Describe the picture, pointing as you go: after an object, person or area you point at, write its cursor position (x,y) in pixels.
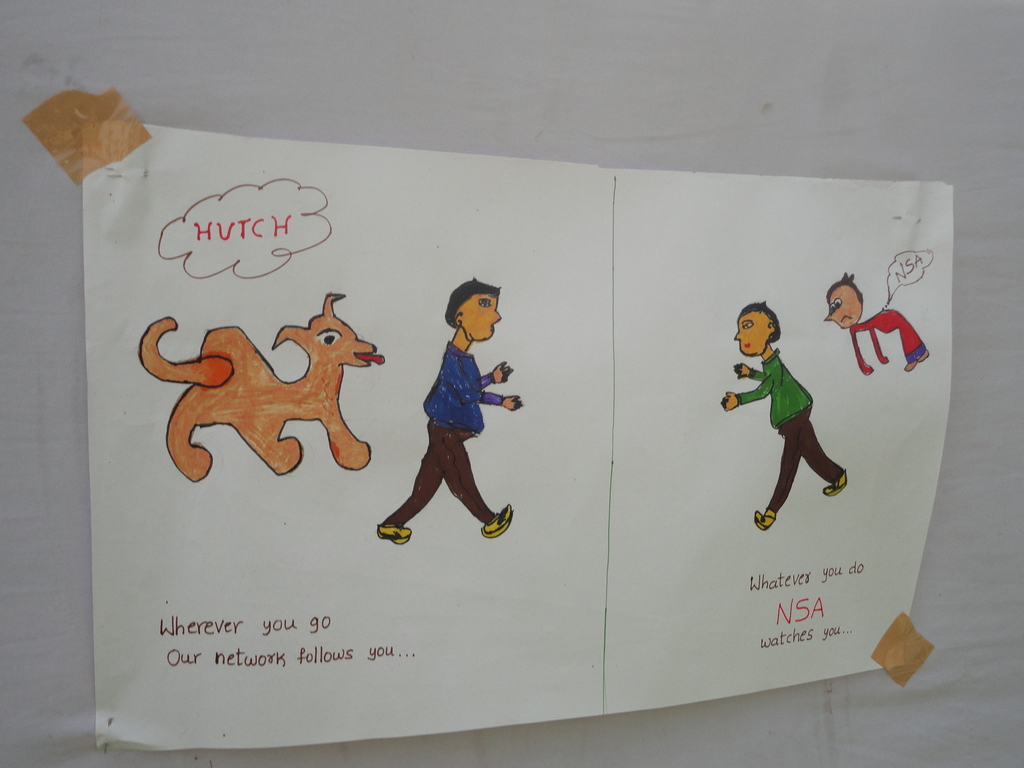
In this image we can see a paper (731,258) on the surface (953,649) in which we can see the drawing (512,396) of some people (504,378), a dog (247,426) and some text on it.
